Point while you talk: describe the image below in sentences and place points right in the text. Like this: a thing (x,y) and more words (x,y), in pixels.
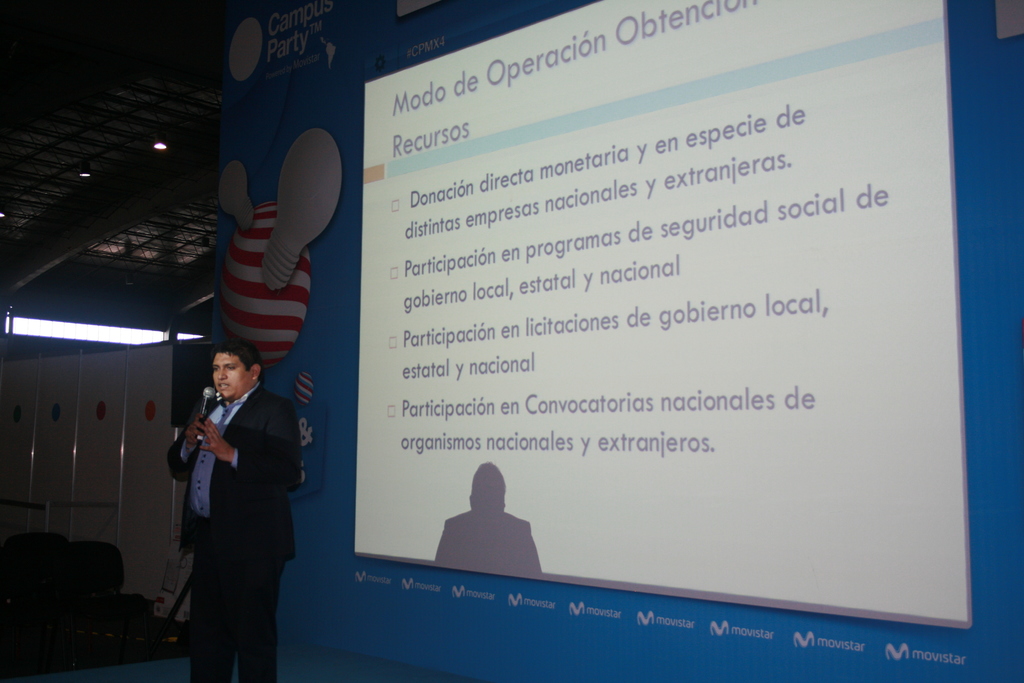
In this image I can see a hoarding board (279,158), on the hoarding board (330,285) I can see a screen (364,226) and I can see a person (243,499) standing in front the board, holding a mike (204,403) and wearing a black color suit (267,454), on the left side (46,332) I can see a light (66,333).
